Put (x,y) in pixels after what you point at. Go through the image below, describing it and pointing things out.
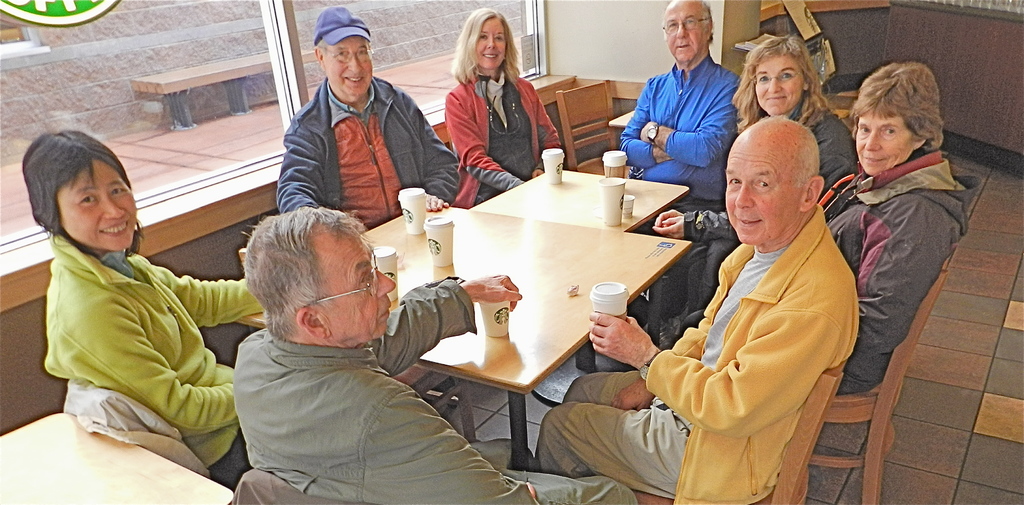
In this picture we can see a group of people (707,351) sitting on chair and smiling and in front of them there is table (485,210) and on table (510,192) we can see glasses (617,168) and in background (233,11) we can see bench (206,77), window (298,36), wall (641,43).
